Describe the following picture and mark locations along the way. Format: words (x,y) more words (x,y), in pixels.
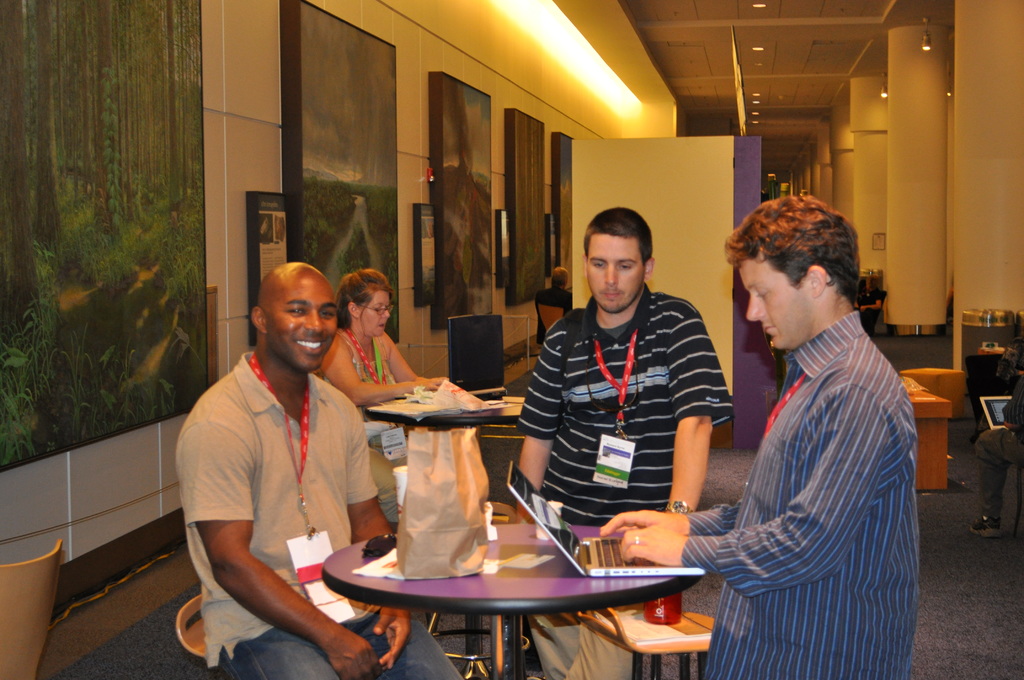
As we can see in the image there is a wall (237,65), photo frames (377,162) and few people (220,644) sitting on chairs (462,633) and there is a table (442,582). On table (427,584) there is a cover (462,520) and laptop (565,537).
